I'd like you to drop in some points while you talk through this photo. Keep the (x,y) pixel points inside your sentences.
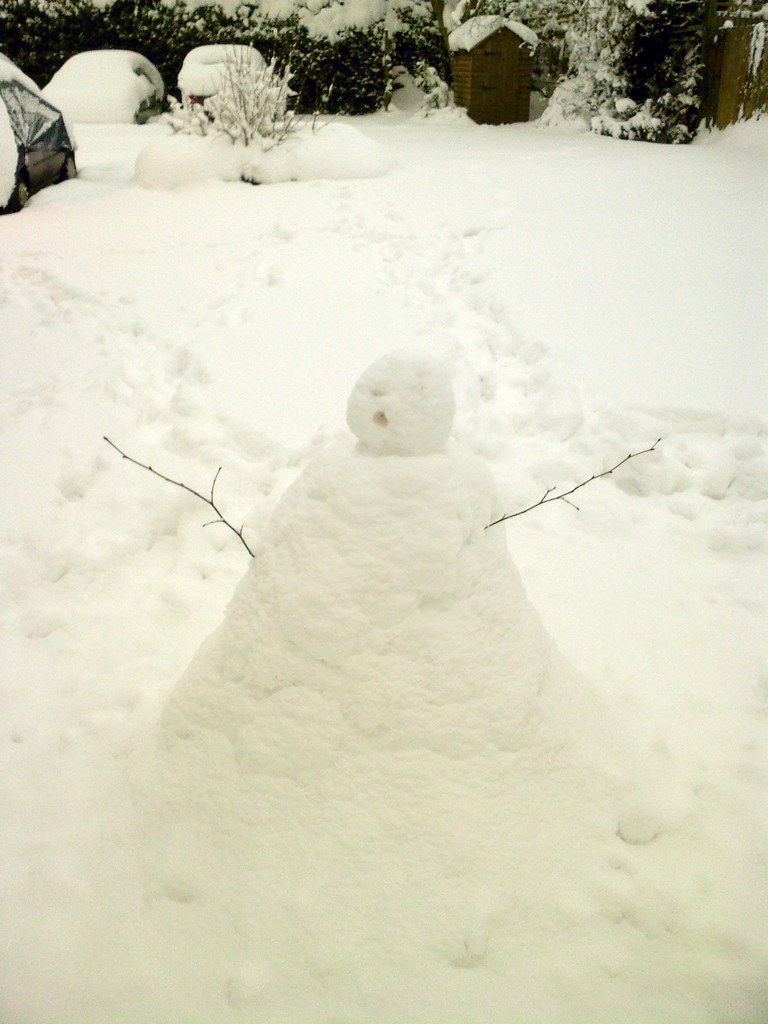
In this picture there is snow (348,628) in the image and there are trees (394,60) at the top side of the image (261,52), which are covered with snow (276,139).
